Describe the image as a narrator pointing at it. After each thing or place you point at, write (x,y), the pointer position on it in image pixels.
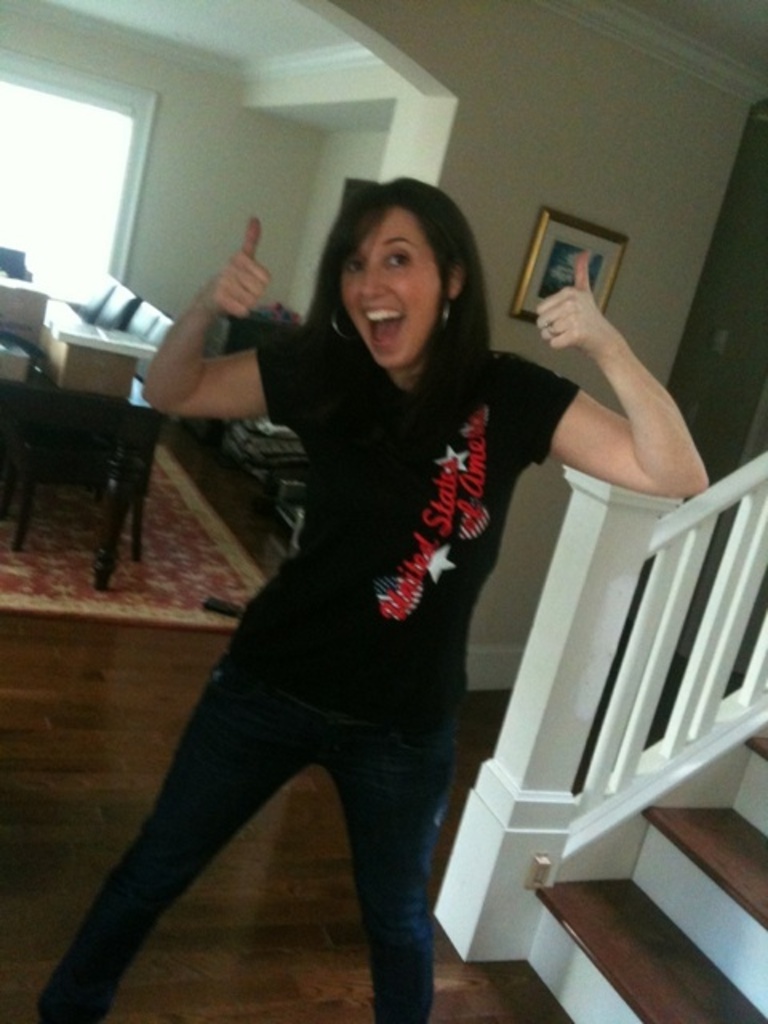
There is a lady (332,497) standing. On the right side (630,763) there is a staircase (638,799). In the back (530,289) there's a wall (524,260) with a photo frame (543,254). On the left side (34,389) there is a dining table (41,399) with chairs (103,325). On that there are some items (68,327). On the floor (134,583) there is a carpet (128,528). In the back (67,169) there is a window (65,183).
